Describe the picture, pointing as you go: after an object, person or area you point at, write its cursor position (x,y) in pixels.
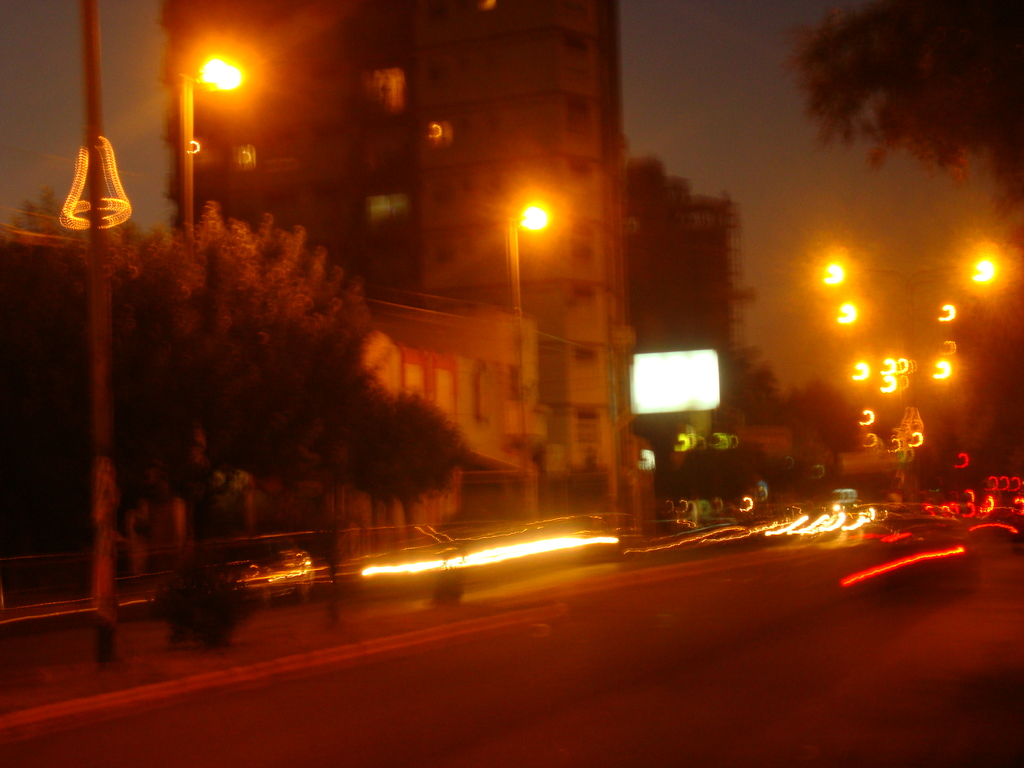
In this image, we can see some buildings (498,286) and street poles (909,299). There is a road (633,651) at the bottom of the image (557,705). There is a tree (204,288) on the left side of the image (174,405). There is branch (914,61) in the top right of the image (961,111).
